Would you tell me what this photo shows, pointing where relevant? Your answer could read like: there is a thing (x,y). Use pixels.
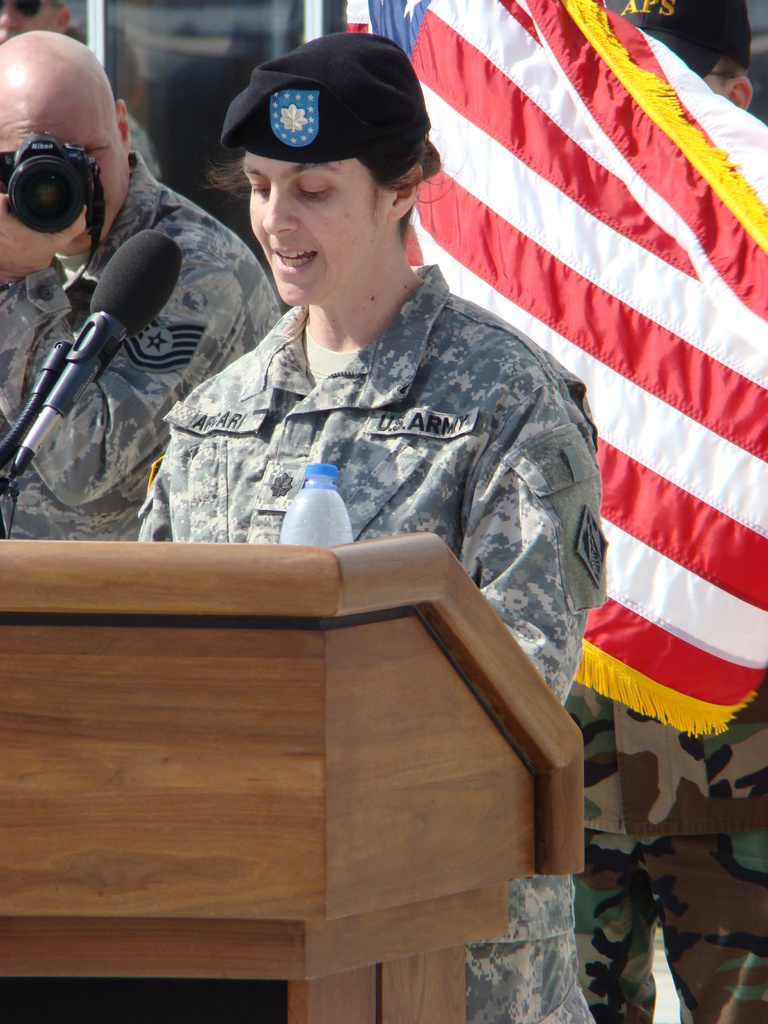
In this image we can see a lady (310,430), in front of her we can see a table (286,612) with a bottle (310,521) and a microphone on it, beside her there is a person (104,169) holding a camera (76,181) and capturing an image, behind her we can another person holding a flag (524,261).
